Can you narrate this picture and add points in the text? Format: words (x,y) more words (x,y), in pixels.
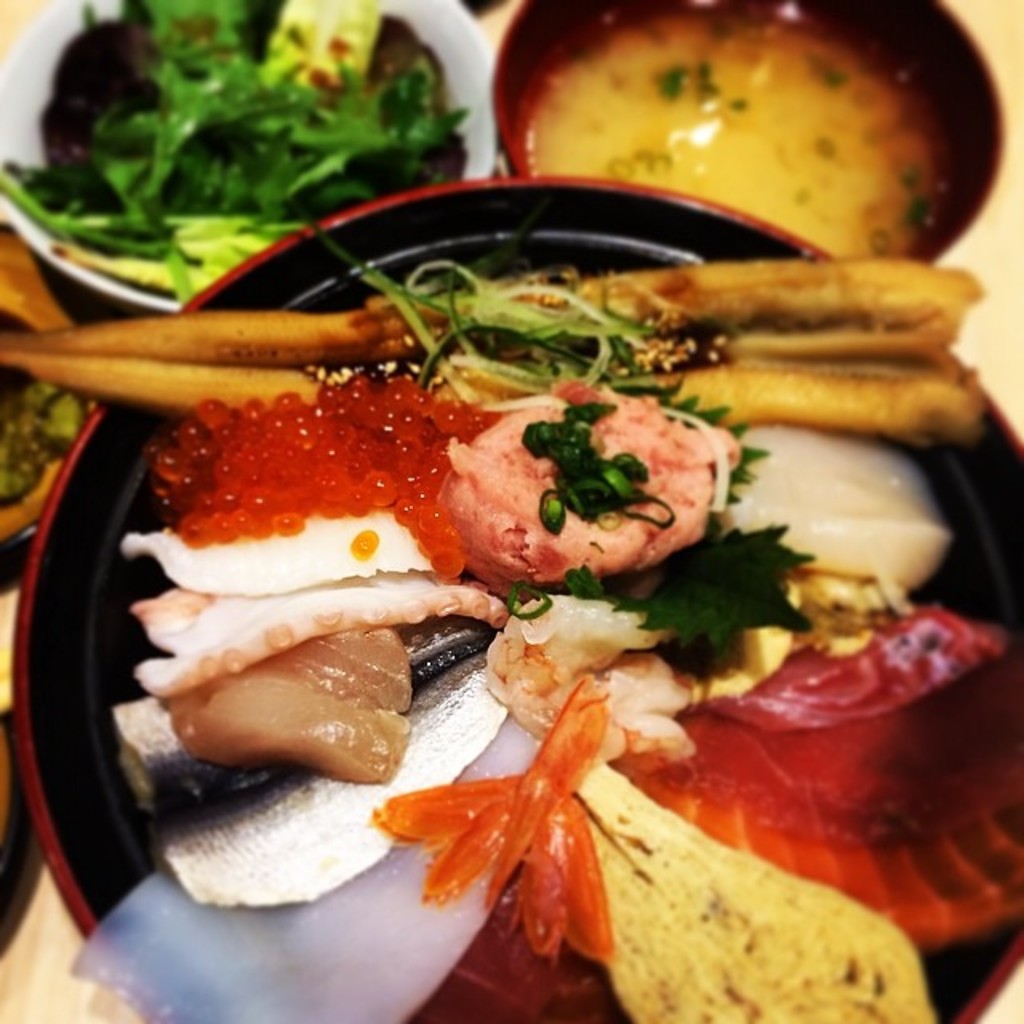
In this image I can see the food (440,576) with bowls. I can see the bowls (64,617) are in white, red and black color. The food (289,836) is colorful. These are on the cream color surface (30,961).
